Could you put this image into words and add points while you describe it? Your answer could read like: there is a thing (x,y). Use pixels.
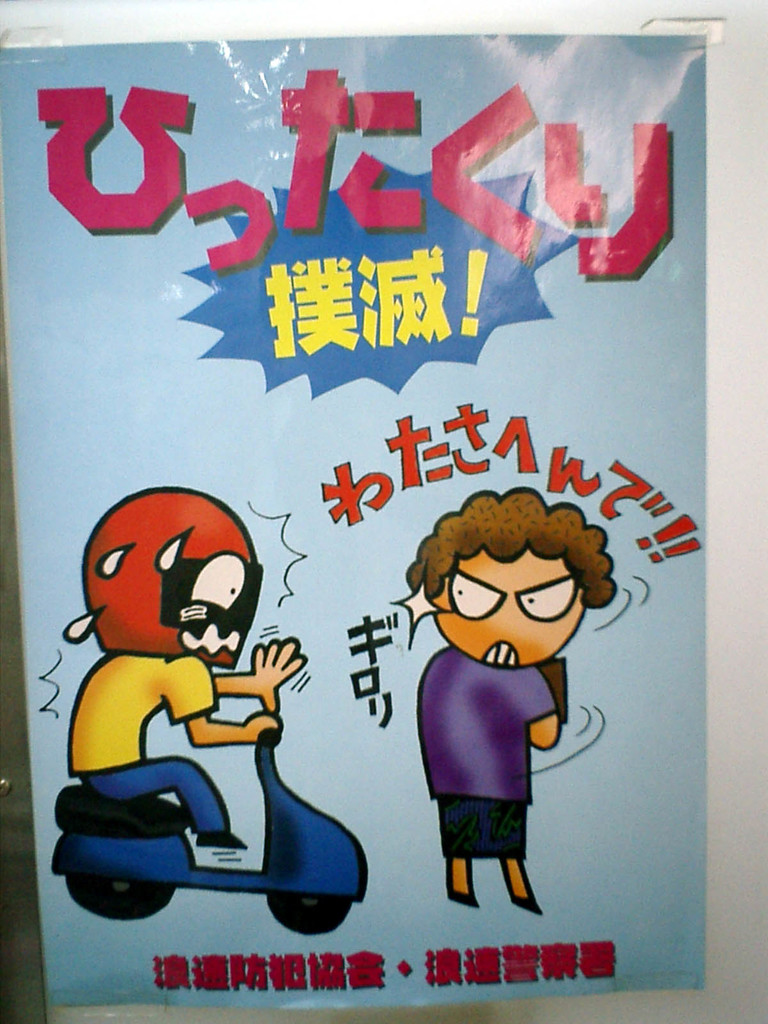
In this image I can see the blue color paper (470,437) to the wall (737,729). On the paper (703,781) I can see two people (134,736) and one person (124,737) is sitting on the bike (281,840) and something is written.
